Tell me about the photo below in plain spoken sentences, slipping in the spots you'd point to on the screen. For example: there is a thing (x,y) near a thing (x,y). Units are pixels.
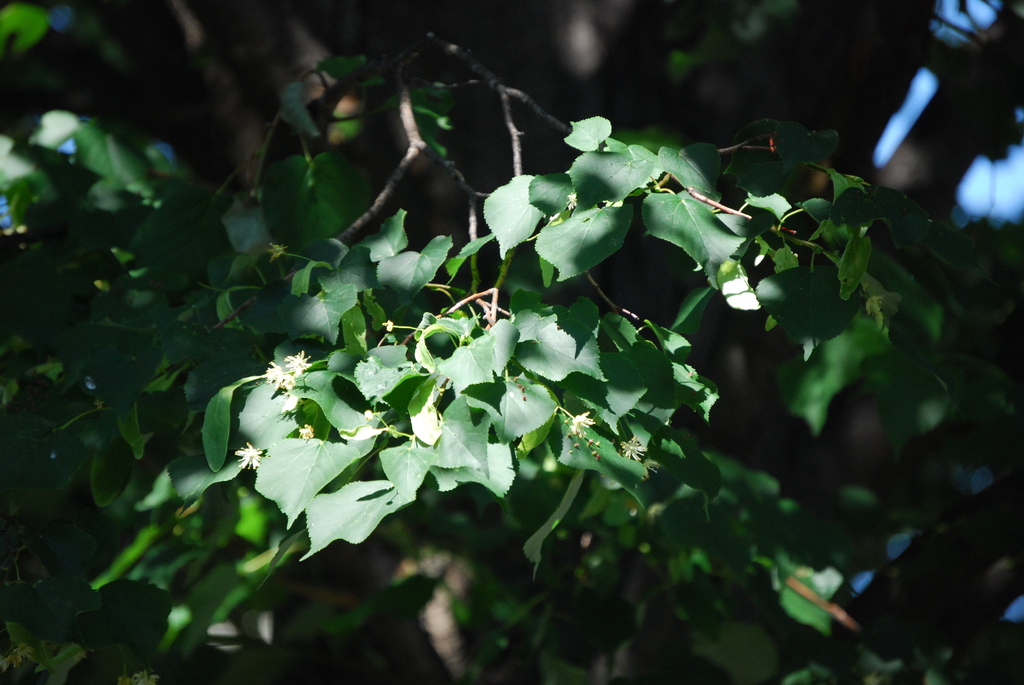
In this image, we can see a branch (362,309) on the blur background.
